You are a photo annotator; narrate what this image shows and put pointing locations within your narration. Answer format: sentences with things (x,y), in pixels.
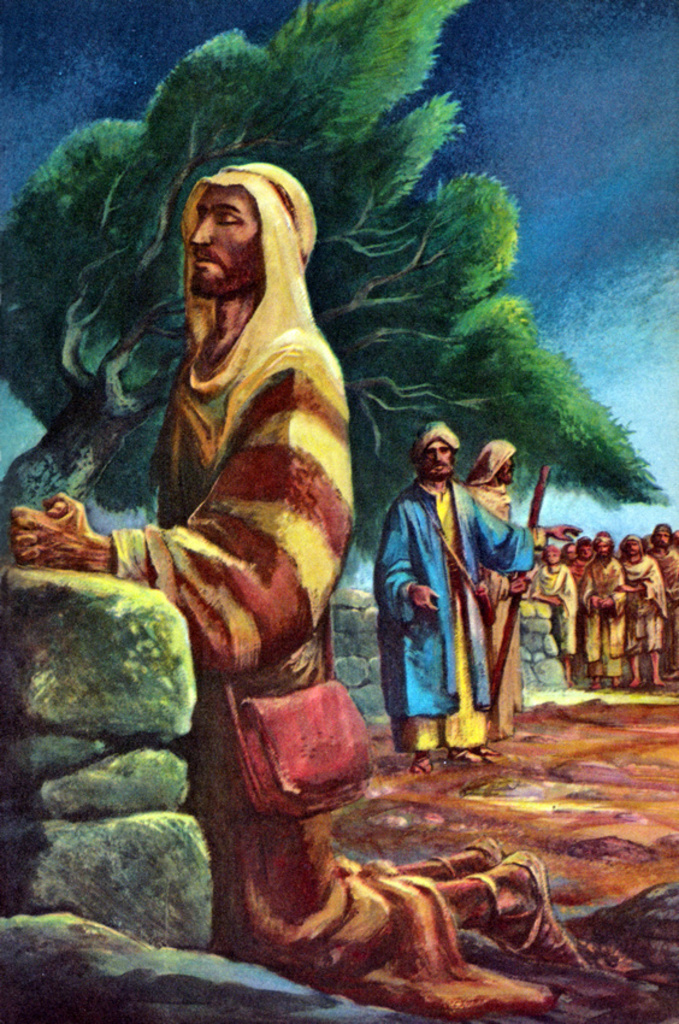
In the image we can see a painting (546,195), in the painting (358,254) few people (285,353) are standing and watching. Behind them there is a tree (592,434) and sky (469,4).
